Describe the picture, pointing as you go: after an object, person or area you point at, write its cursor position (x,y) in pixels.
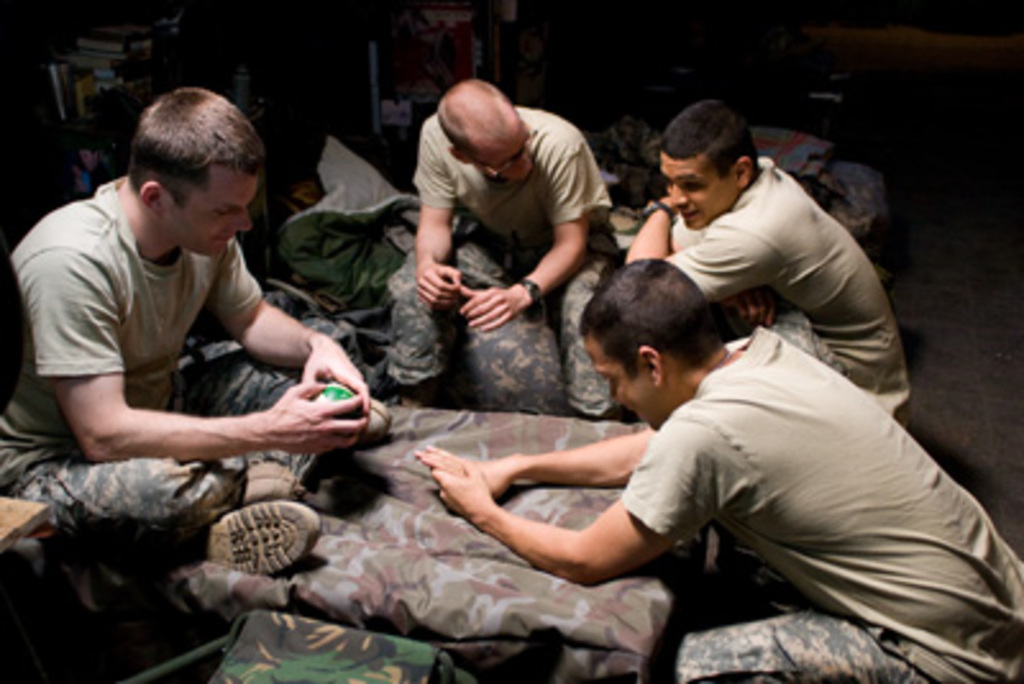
In this picture there are soldiers (159,254), beds (480,435) and other objects (329,209). In the background (168,39) there are shelves (151,53) and books (56,77).
